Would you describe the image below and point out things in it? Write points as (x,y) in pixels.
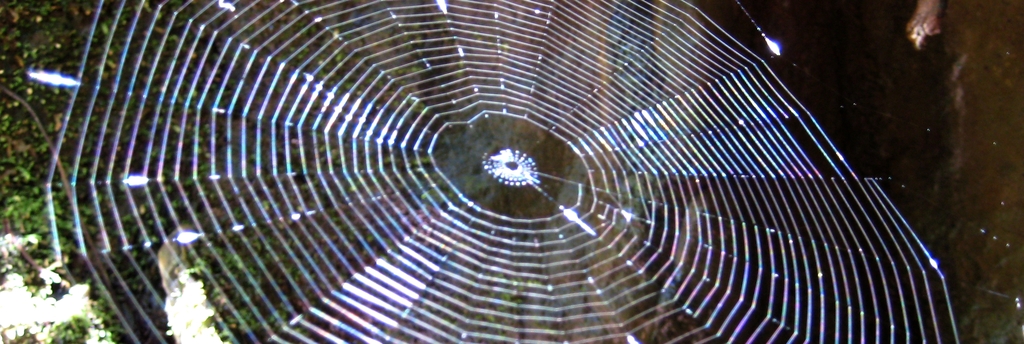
We can see spider web (418,241). In the background (20,176) it is blurry and we can see green leaves (26,161).
